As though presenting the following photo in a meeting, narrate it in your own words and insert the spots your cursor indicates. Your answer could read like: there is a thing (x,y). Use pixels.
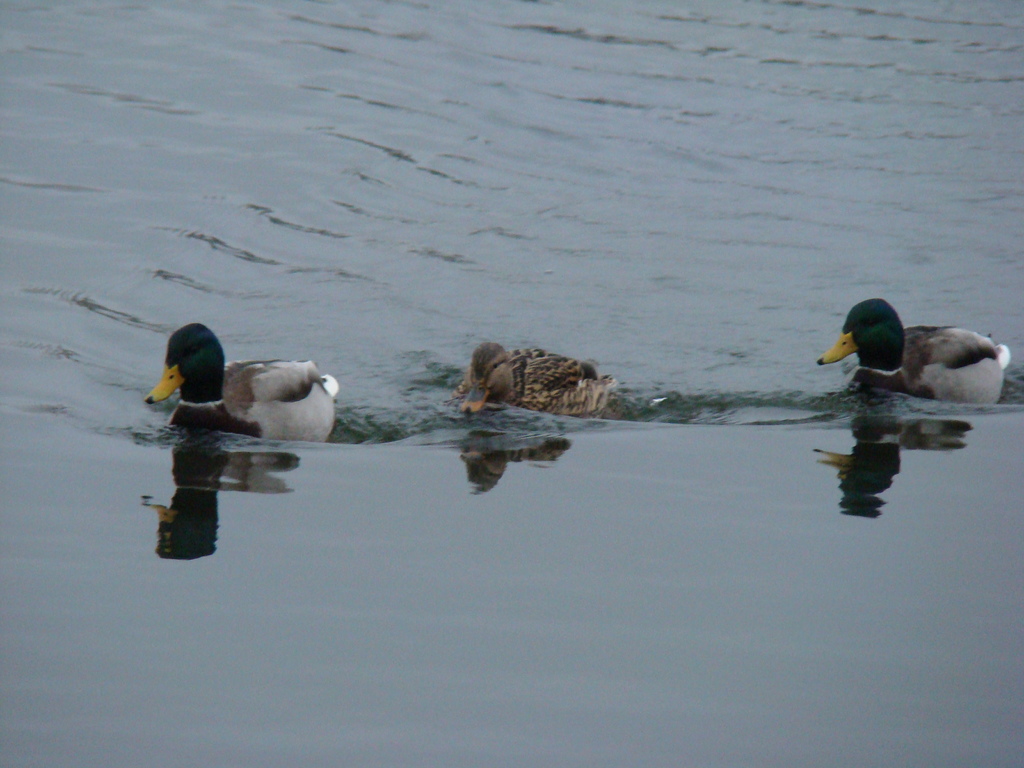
In this image, I can see three ducks (242,419) moving in the water (414,462).
